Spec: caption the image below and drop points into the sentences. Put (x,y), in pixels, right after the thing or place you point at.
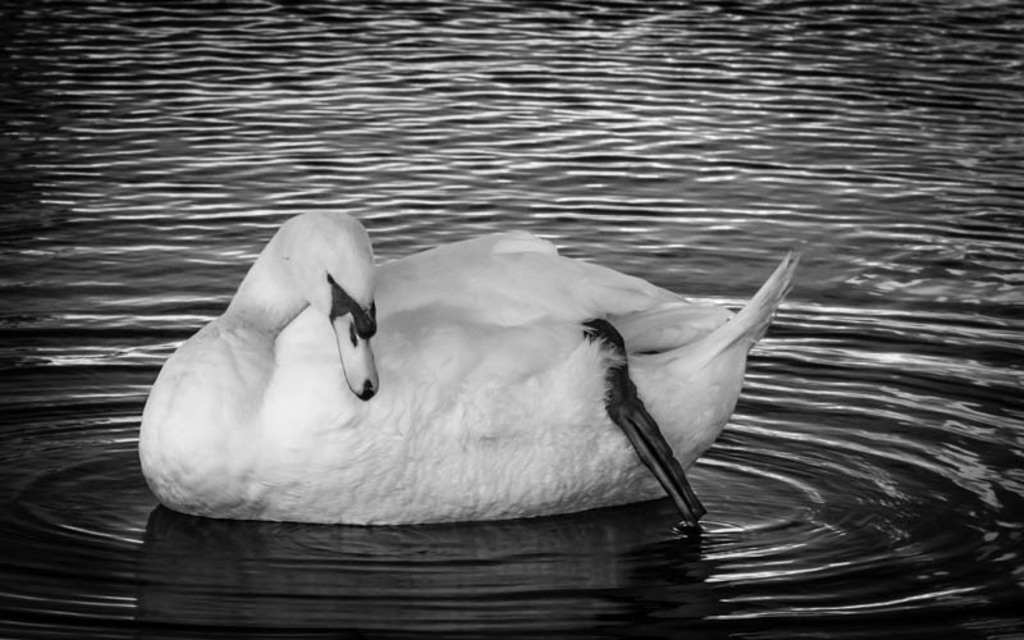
In this picture I can see a swan (520,250) in the water (486,529).
